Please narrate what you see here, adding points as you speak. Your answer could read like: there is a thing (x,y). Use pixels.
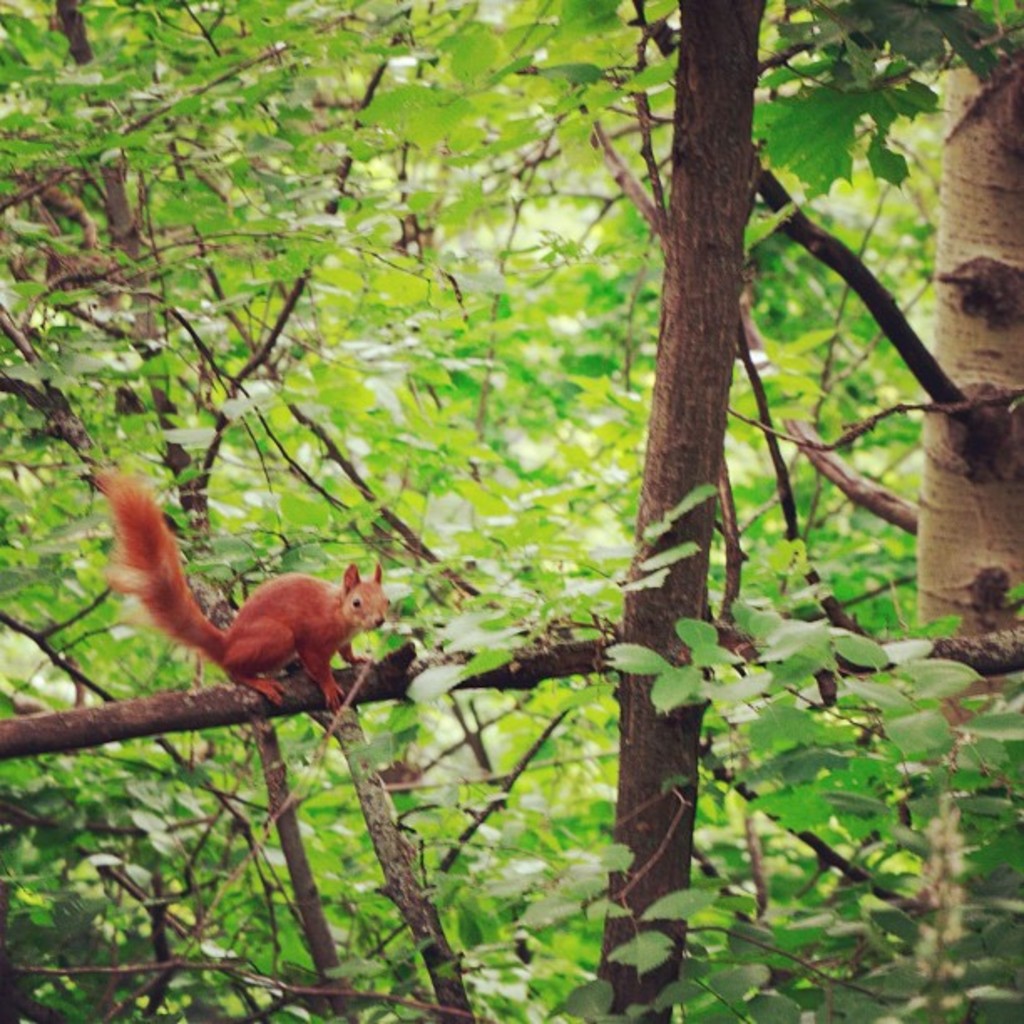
This place is looking like a forest (668,762). Here I can see many trees (206,287). On the left side (320,604) there is a squirrel (340,602) on a stem (242,715).
